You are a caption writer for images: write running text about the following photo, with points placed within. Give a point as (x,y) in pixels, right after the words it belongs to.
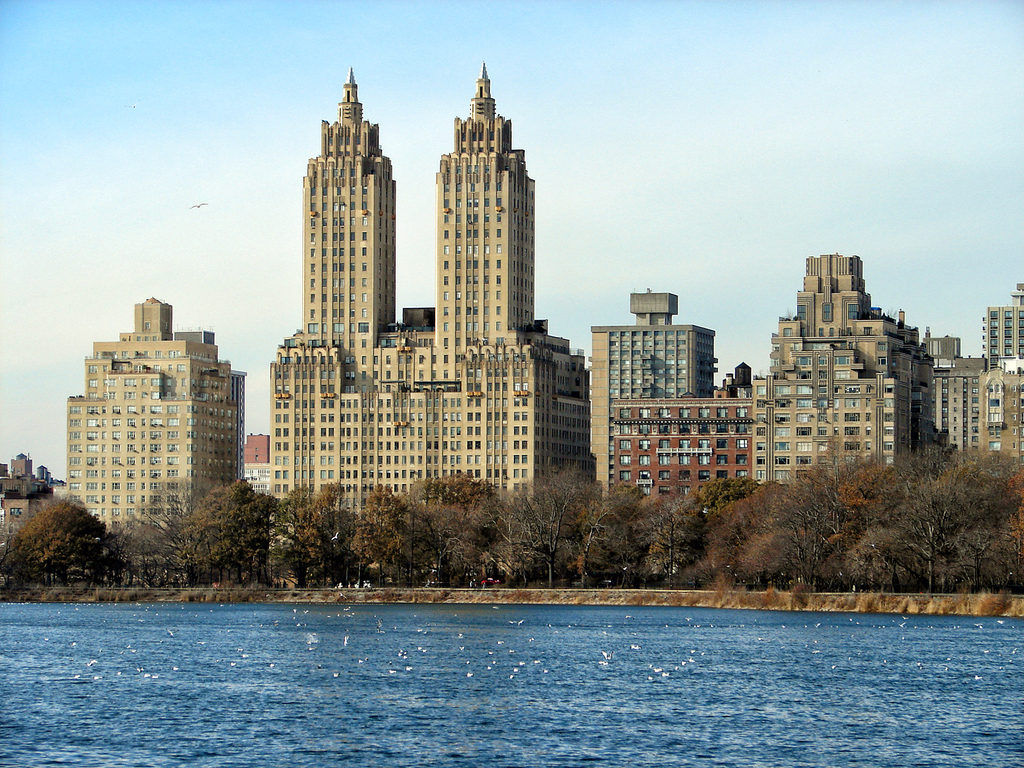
In this image we can see the water (747,627), trees (398,540), birds (358,662) flying in the air (64,385), we can see tower buildings (467,371) and the sky (154,253) in the background (571,74).
